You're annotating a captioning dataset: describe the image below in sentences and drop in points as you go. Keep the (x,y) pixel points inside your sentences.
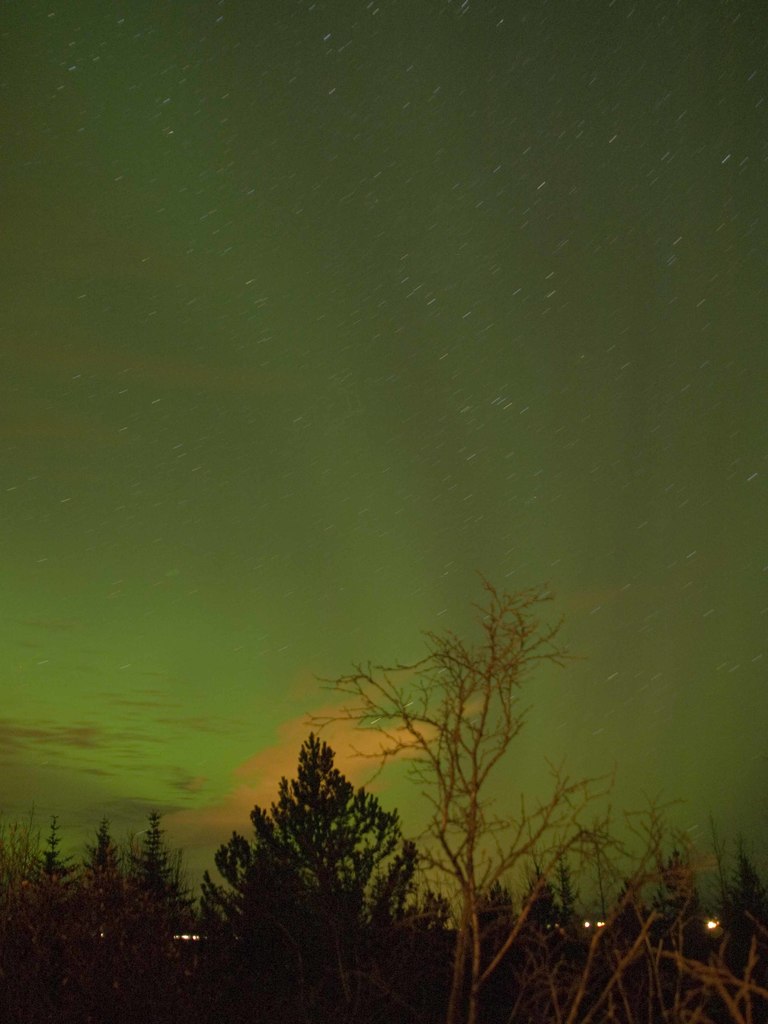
In this picture we can see few trees (287,873), lights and green colored background (190,721).
